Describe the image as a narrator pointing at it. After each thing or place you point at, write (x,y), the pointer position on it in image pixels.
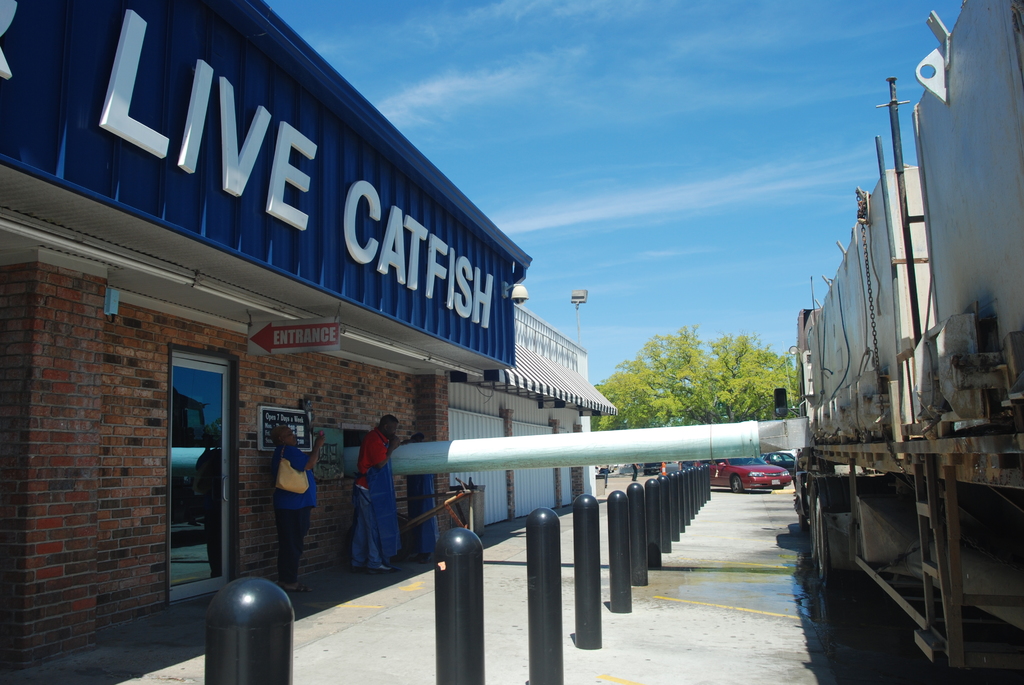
On the left side of the picture (143,353) there are buildings (263,508) and three persons (387,477). In the center of the picture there are poles (694,469). On the right (1008,290) there is a vehicle (867,450). In the center of the background there are vehicles (740,466) and trees (647,369). Sky (616,232) is sunny.
